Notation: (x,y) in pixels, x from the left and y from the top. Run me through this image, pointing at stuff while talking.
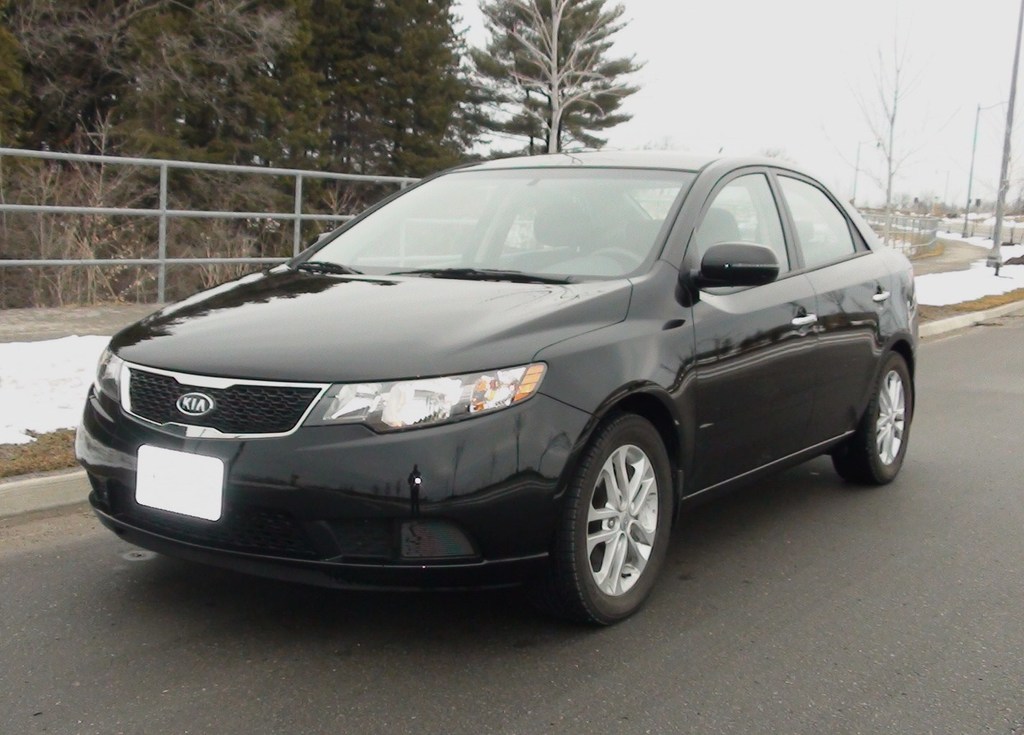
In this image, we can see some trees (597,62). There is a car (628,504) in the middle of the image (609,471). There is a safety barrier (25,211) on the left side of the image (58,261). There is a sky (687,44) at the top of the image (958,32). There is pole (999,208) in the top right of the image (972,173).
